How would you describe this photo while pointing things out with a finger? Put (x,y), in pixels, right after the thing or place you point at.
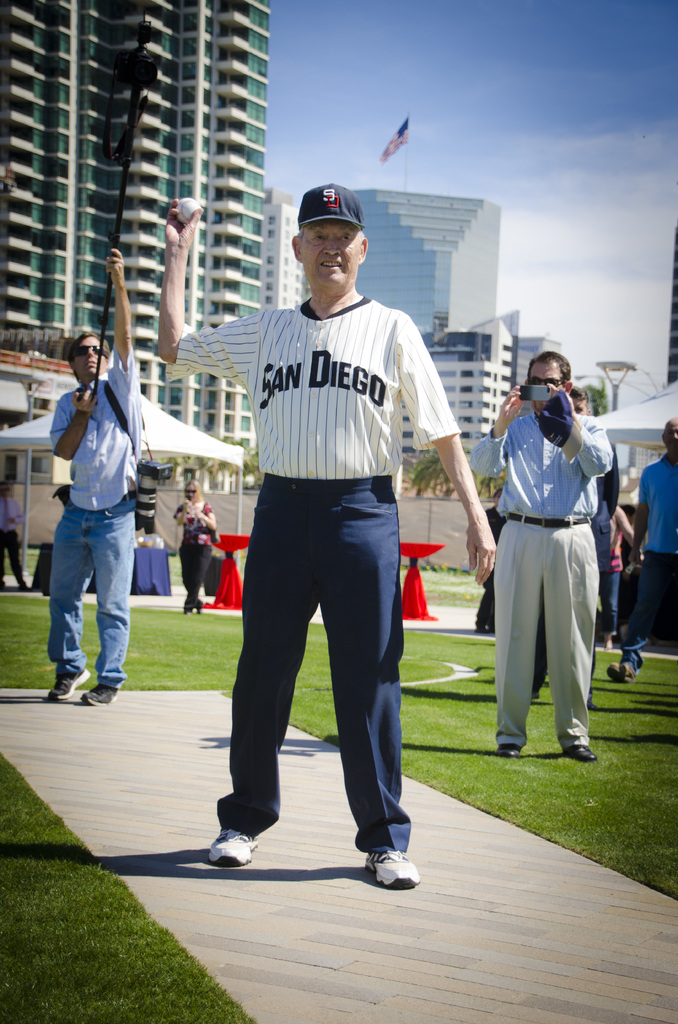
This picture is clicked outside. In the foreground (245,831) we can see the group of persons (511,454) holding some objects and standing on the ground (627,728) and we can see the green grass (10,954) and there are some objects (409,549) placed on the ground (15,578). In the background (403,43) we can see the sky (532,245), buildings (489,288), tents (40,420), trees (446,477) and a flag (400,141).
